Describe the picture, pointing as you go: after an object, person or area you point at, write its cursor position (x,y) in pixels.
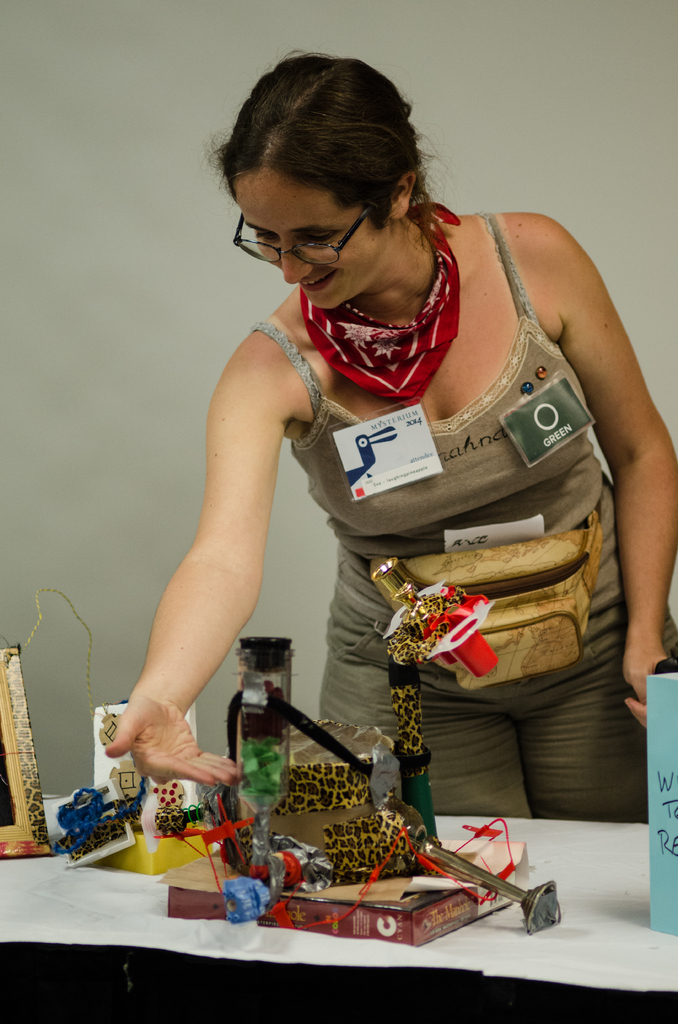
There is a lady (406,405) standing and wearing badges (419,448), bag (547,610), scarf (388,331) and glasses (324,250). In front of her there is a table (311,996). On that there are many items (362,875). In the back (127,402) there's a wall (86,330).
